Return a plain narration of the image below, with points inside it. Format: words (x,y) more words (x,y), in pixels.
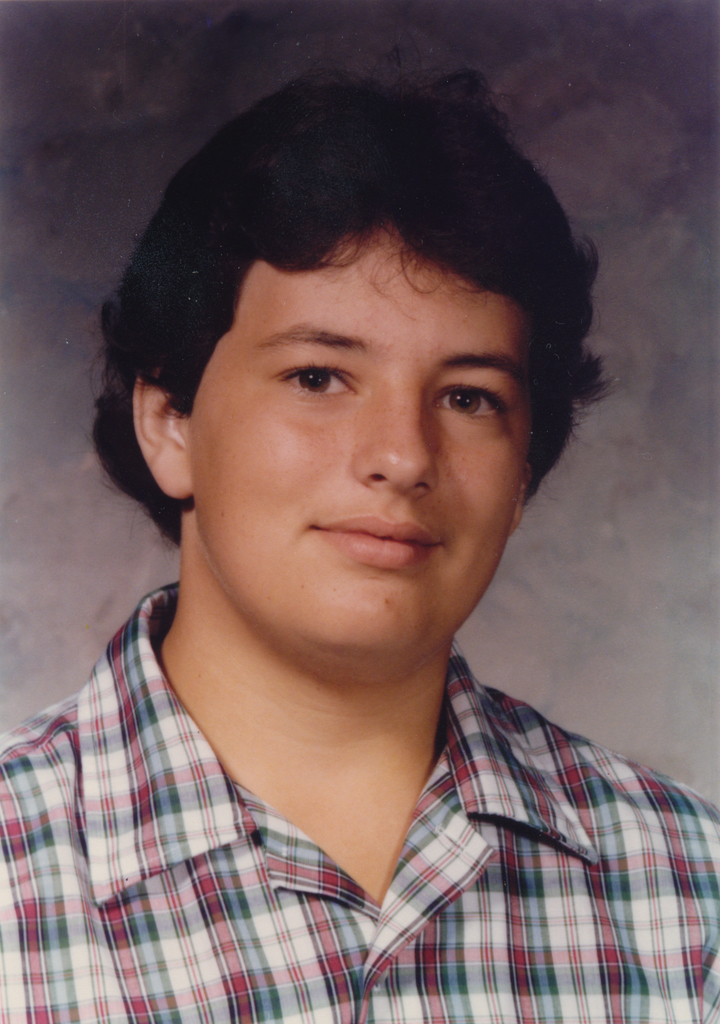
In the image we can see there is a person (274,478) and he is wearing shirt (213,949).
